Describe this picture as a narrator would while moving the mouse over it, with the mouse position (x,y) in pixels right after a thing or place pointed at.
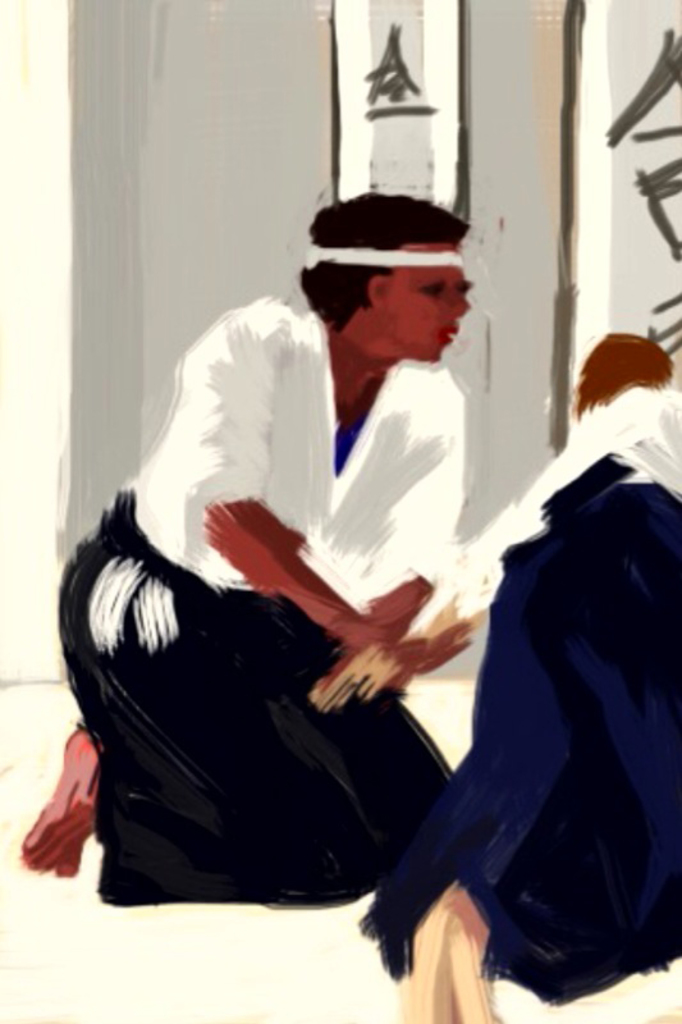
In this picture I can see a painting (351,630) two people (397,675). I can also see something written on the image.
